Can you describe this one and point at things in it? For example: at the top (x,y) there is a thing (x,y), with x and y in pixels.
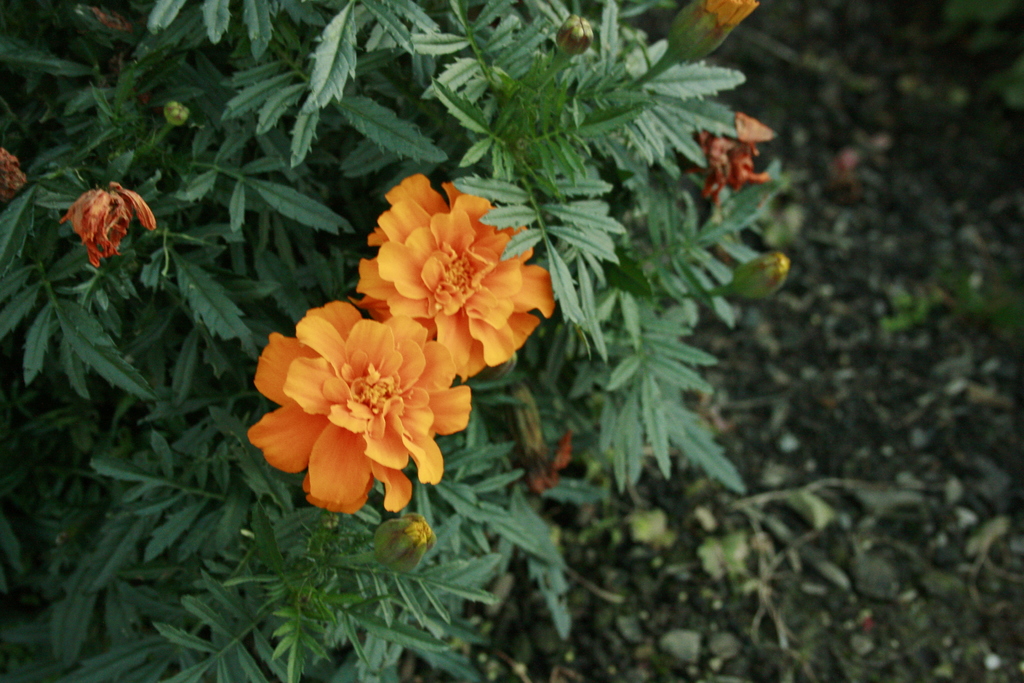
In the center of the image (506,297), we can see a plant (385,347) along with flowers (473,241) and buds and the flowers (471,328) are in orange color. At the bottom (789,519), there is ground (872,385).
